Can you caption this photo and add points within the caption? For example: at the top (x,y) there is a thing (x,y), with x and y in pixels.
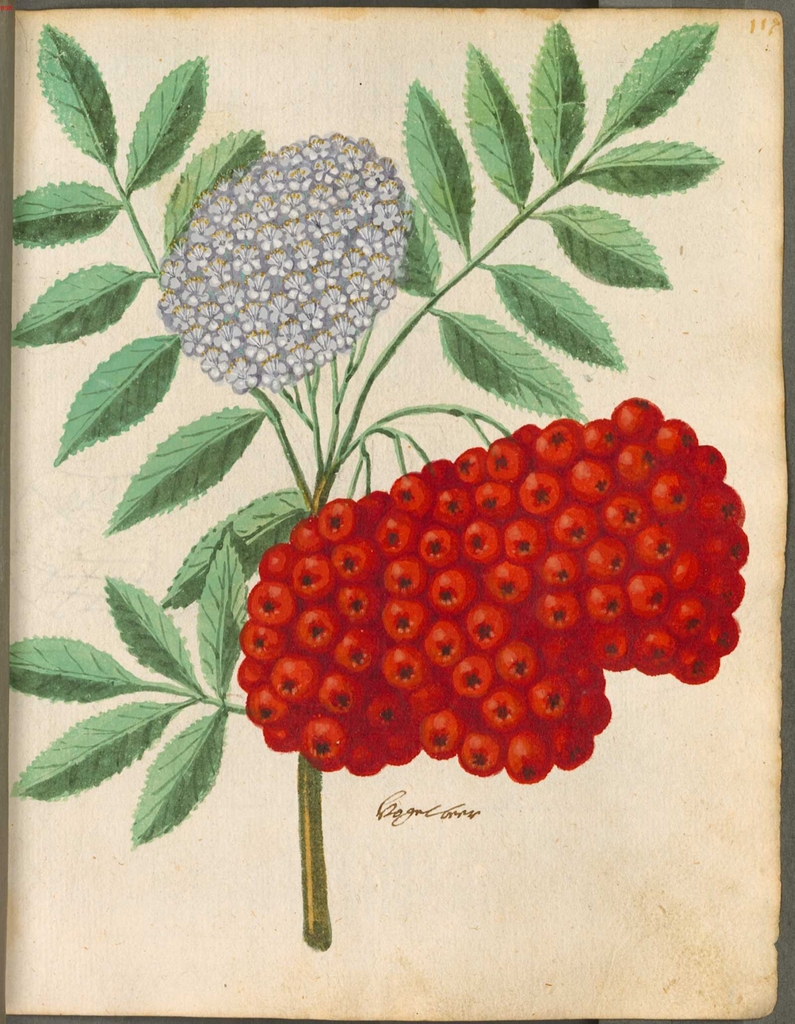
In this image we can see a paper (198,49) on which we can see an art (479,128) of green leaves (67,229), white colored flowers (227,309) and red color fruits (482,579). Here we can see some text (449,813).
